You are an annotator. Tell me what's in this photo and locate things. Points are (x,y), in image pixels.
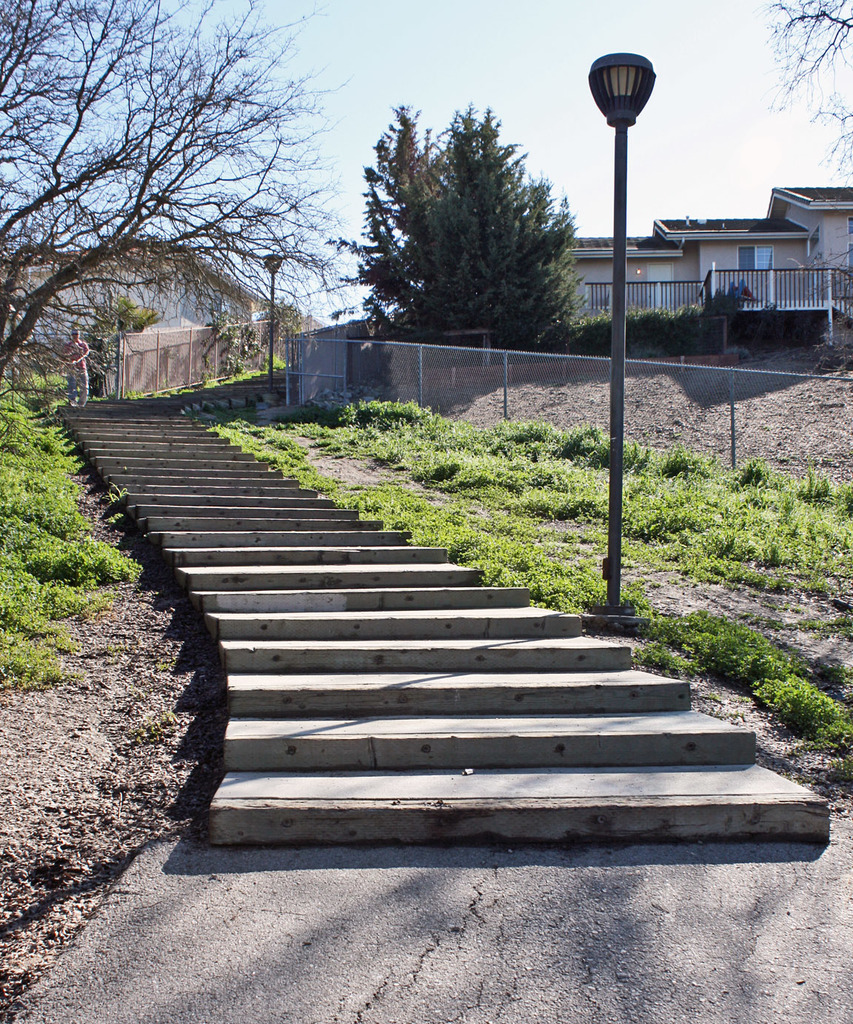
In this image there are steps (338,811), beside the steps (204,442) there are light poles (621,169), on either side of the steps (354,571) there is green land (424,539), in the left side (44,301) there a tree (72,316) and a man (84,381) standing near the tree (50,297) and in the right side (590,423) there is fencing (590,411) in the background (656,264) there are houses (656,275), trees (421,262) and a sky (441,85).
